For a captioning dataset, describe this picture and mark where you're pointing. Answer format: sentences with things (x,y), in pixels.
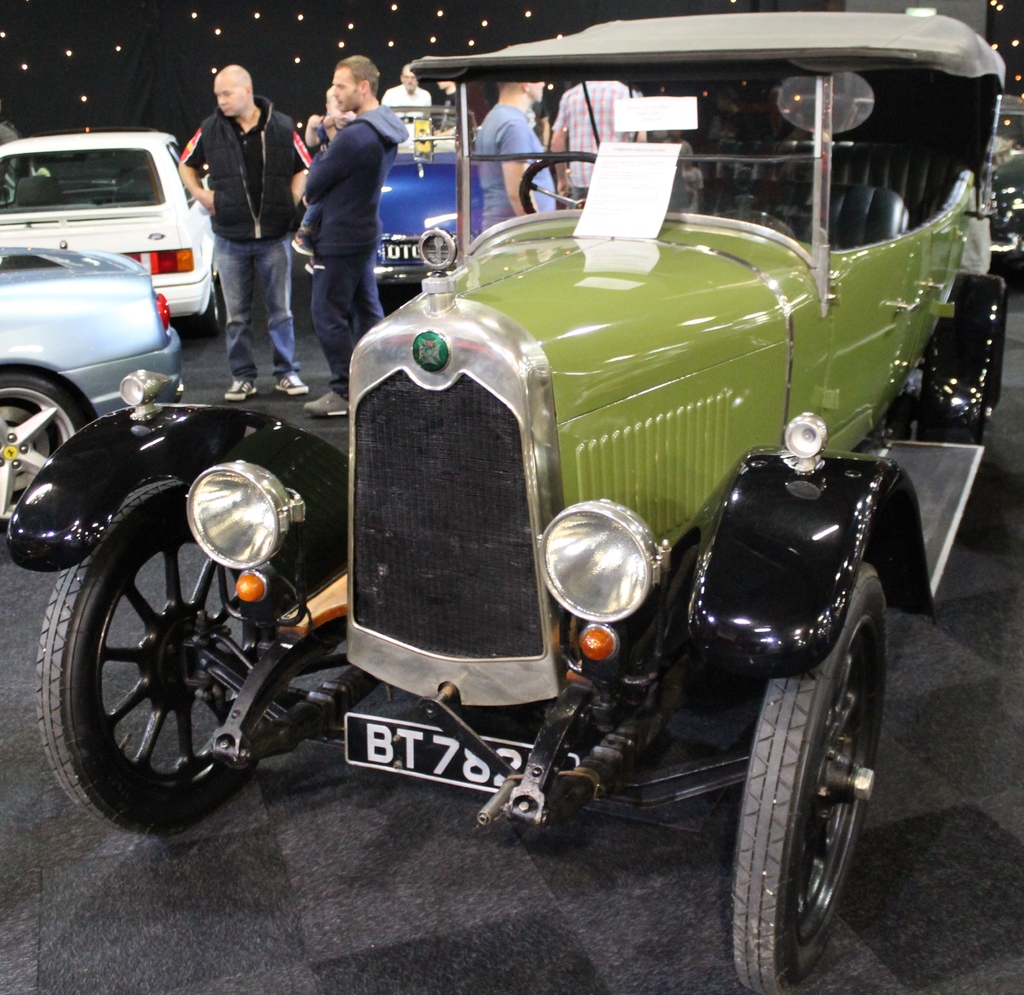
In this image there are few vehicles (431,112) and few persons (225,285) on the floor (15,728), there are few lights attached to the roof (108,27).
